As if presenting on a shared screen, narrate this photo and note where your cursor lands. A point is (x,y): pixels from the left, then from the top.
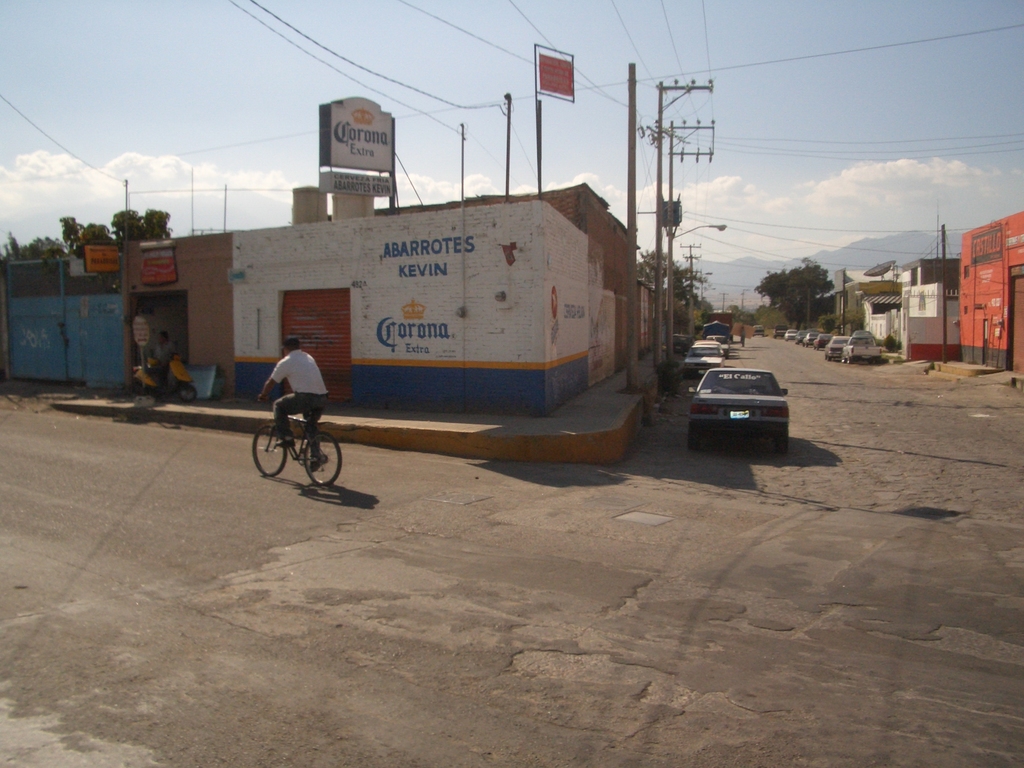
In this picture, we can see a few houses (252,338), and we can see a house (392,304) with some text (432,344) on it, and we can see a few vehicles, a person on bicycle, we can see the road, poles (462,237), posters (353,114), lights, mountains (803,257), trees (124,224) and the sky (479,152) with clouds (184,194).
